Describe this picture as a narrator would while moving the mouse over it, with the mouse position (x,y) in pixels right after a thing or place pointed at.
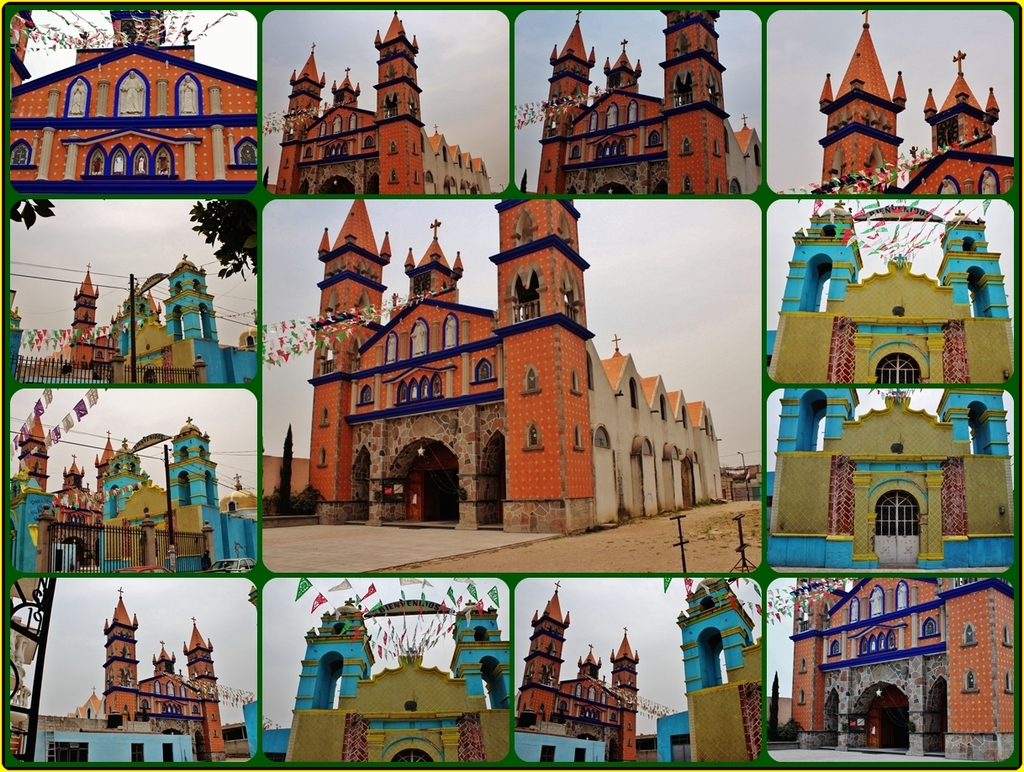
This is collage image, in each image there is a church (623,646).
